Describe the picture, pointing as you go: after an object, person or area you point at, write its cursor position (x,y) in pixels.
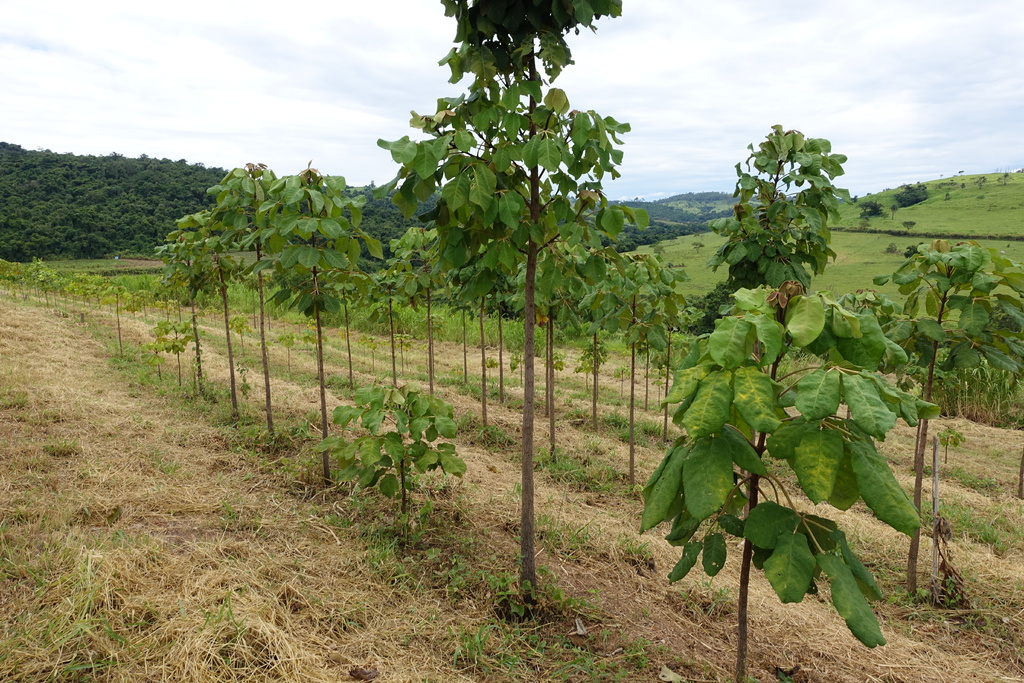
In this picture I can see many plants (937,362) and grass (425,362). In the background (61,202) I can see the trees (81,198), mountains (987,224) and farmland (873,268). At the top (278,67) I can see the sky (267,58) and clouds (166,58). In the bottom right (825,459) I can see many leaves (842,473).
